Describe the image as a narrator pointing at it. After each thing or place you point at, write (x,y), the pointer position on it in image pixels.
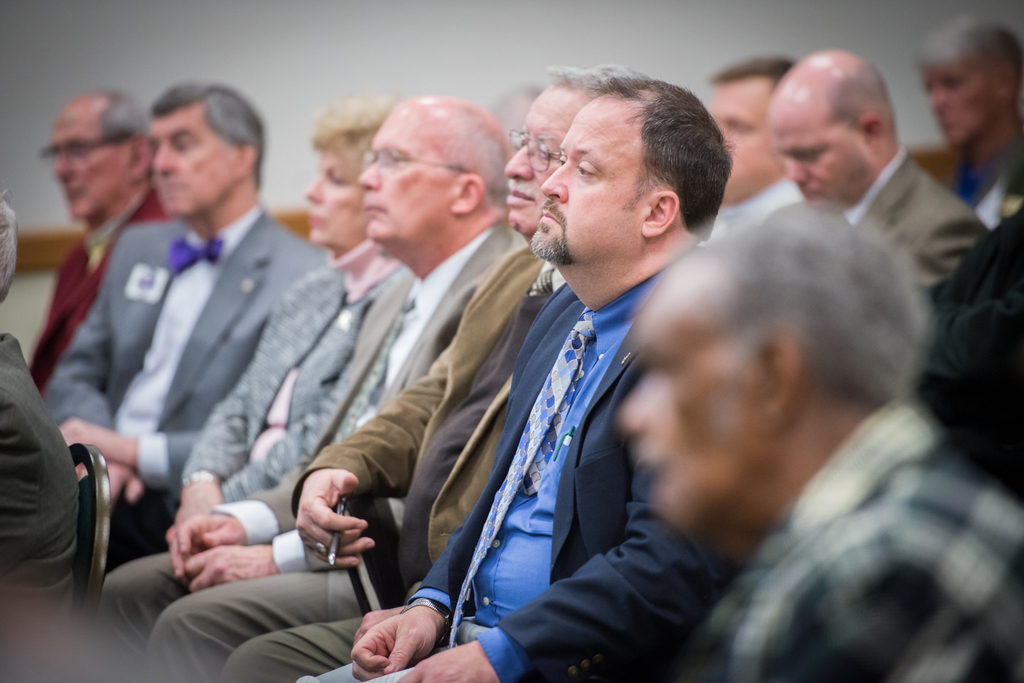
In this picture, we see many people (271,339) are sitting on the chairs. The man (539,252) in the middle of the picture (579,230) wearing a blue shirt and a blazer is clasping his hands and he is even wearing a tie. They are looking at something. In the background (332,75), we see a white wall (448,71). This picture is blurred in the background (6,96).
